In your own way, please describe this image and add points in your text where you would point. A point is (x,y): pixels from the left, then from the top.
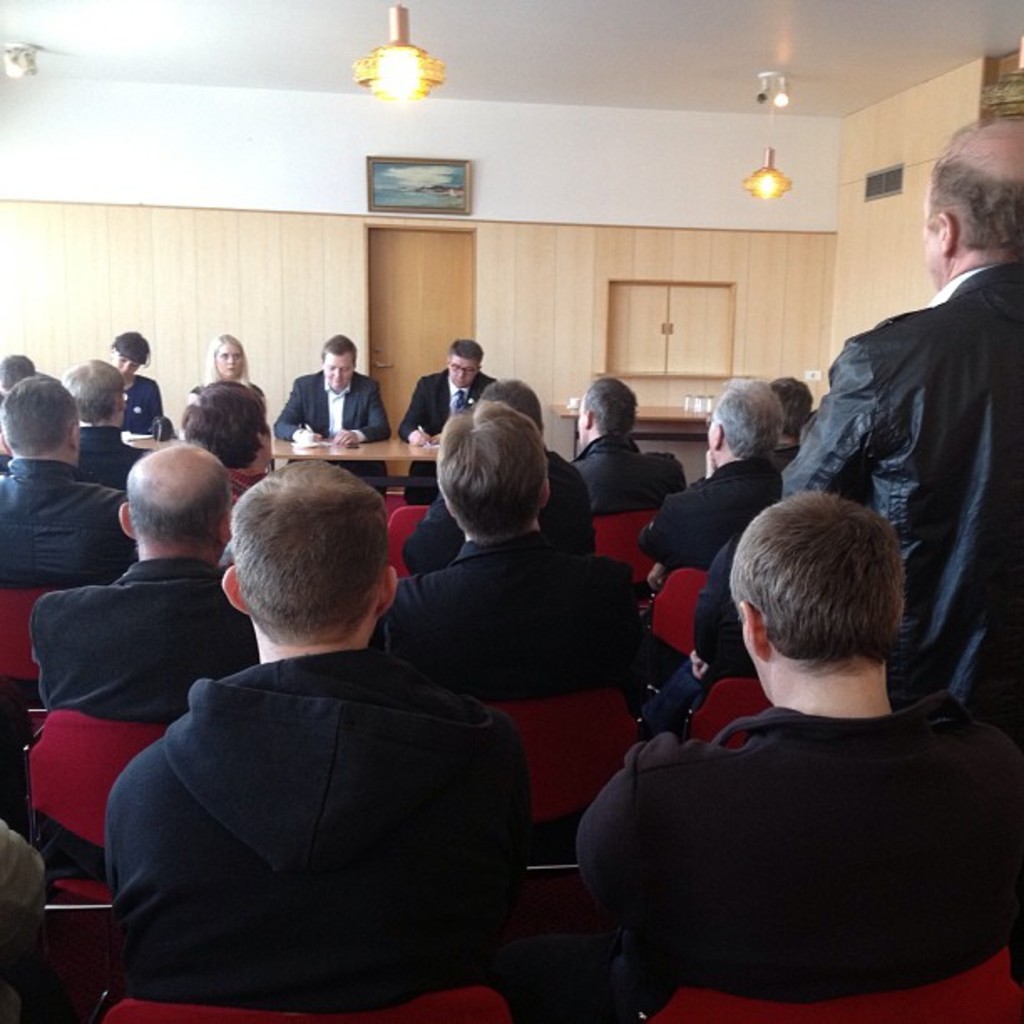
people (577,461) are sitting on the red chairs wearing black dress (168,634). A man (999,544) is standing at the right (954,549). there is a table (557,414), door (454,254) and a photo frame (459,188) at the back (446,187). There are lights (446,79) on the top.
